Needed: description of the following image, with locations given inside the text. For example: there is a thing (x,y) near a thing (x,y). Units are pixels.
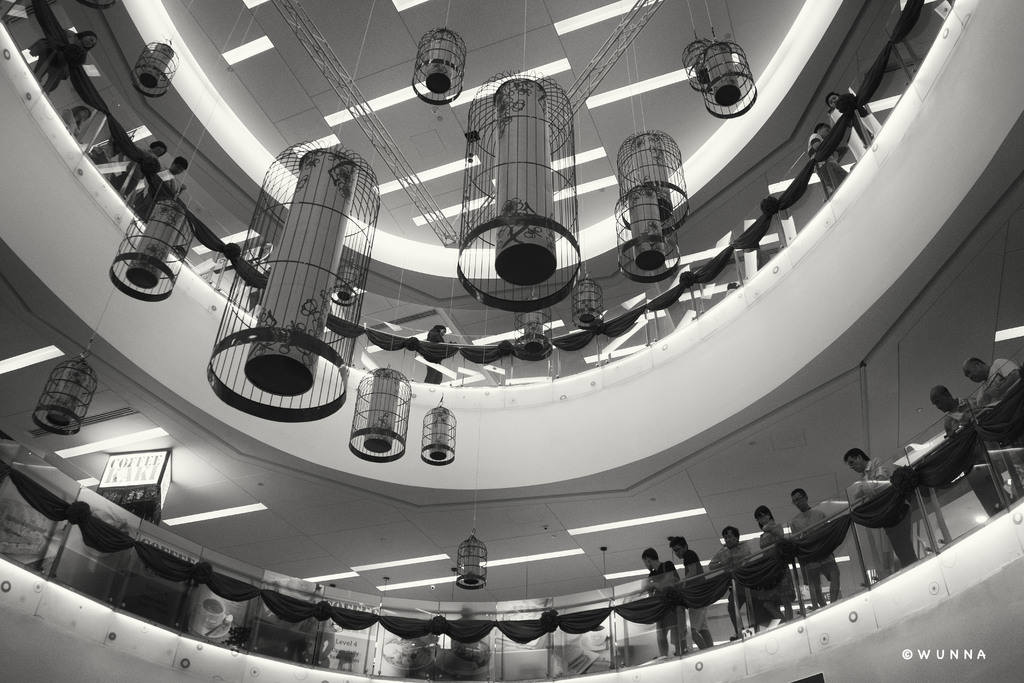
This looks like a black and white image. I think these are the kind of cages (288,303), which are hanging to the ceiling (532,47). There are groups of people (666,574) standing. I can see the clothes (75,507), which are attached to the glass fence (54,487). This looks like a hoarding (155,464). At the top of the image (647,92), I think these are the ceiling lights (263,47). At the bottom of the image (934,651), I can see the watermark (923,658). I think this picture was taken inside the building (477,441).
